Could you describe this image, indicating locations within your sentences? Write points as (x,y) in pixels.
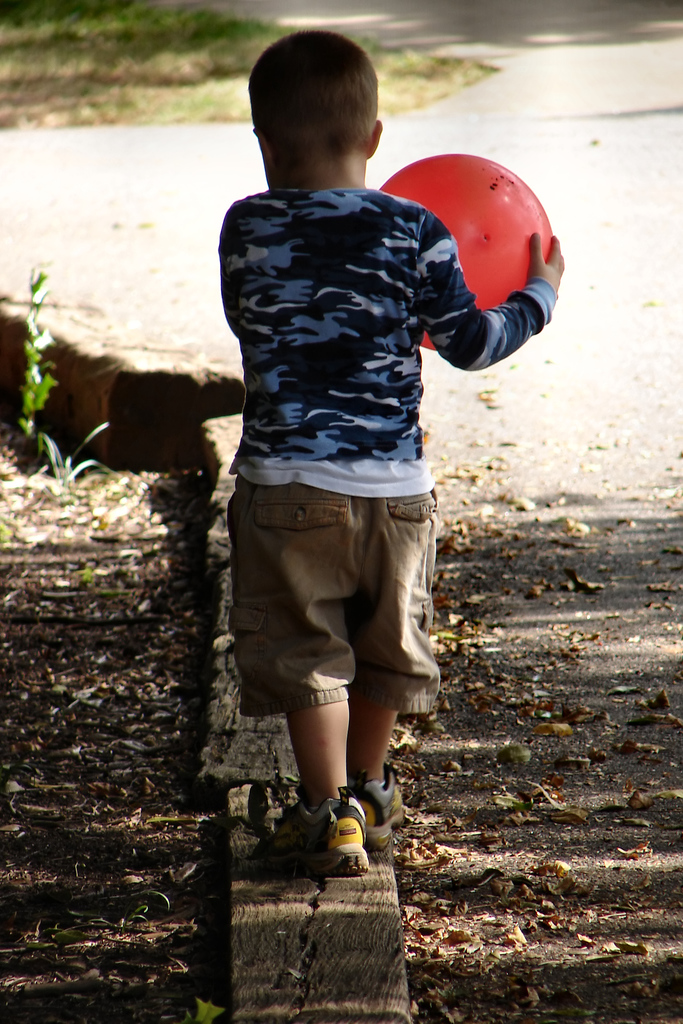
In this image there is a boy (326,432), he is holding a ball (497,217), there is road (544,571), there are dried leaves (489,527) on the road (551,557), there is soil (104,575) towards the left of the image (73,1010), there are plants (40,343) towards the left of the image (29,326), there is grass (118,50) towards the top of the image (148,37).
